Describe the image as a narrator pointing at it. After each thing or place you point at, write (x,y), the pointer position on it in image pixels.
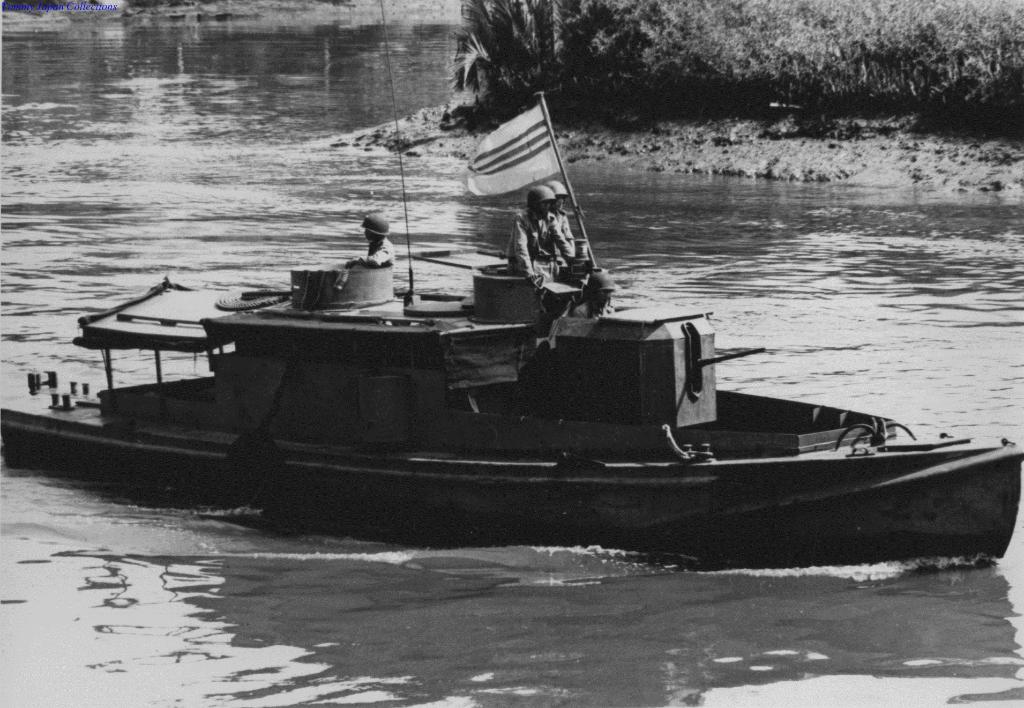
In the foreground (404,321) I can see four persons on a boat (576,423) in the water (351,84) and flag pole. In the background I can see grass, trees (532,39) and so on. This image is taken may be in the lake (374,599).
